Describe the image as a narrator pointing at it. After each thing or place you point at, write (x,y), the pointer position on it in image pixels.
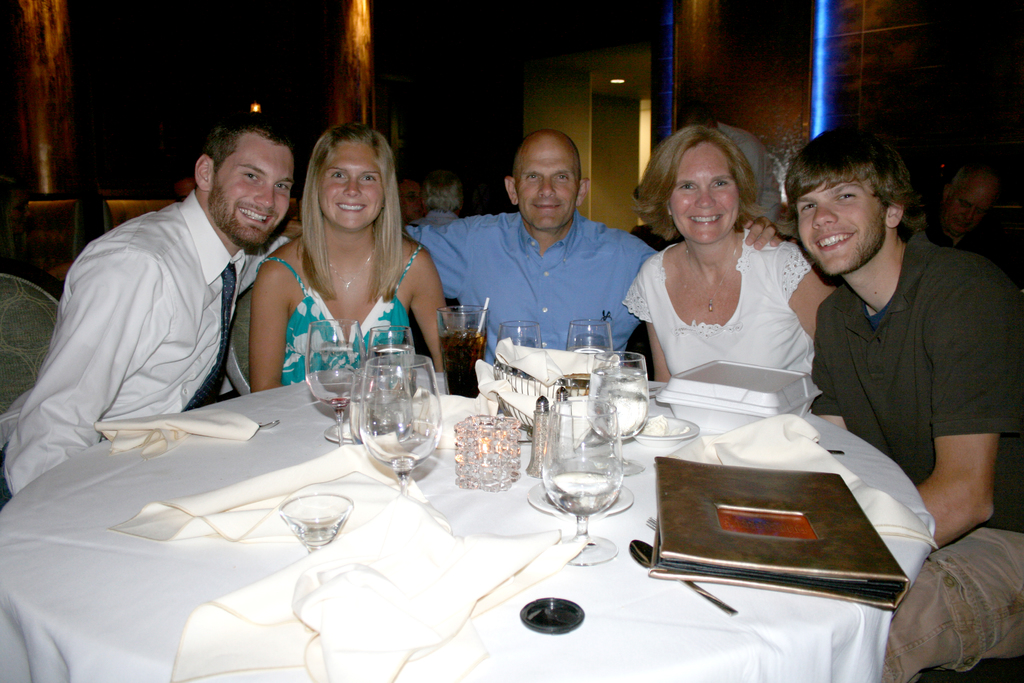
In a restaurant (47,223) a group of people (361,236) were sitting around the table (307,431) and there are some glasses (346,342), napkins (391,507), spoons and files (725,479) were kept on the table (459,507). All the people (194,385) were smiling and posing for the photo and in the background (563,68) there is another room (578,81) and beside the room (566,67) there is a wall (696,61).
